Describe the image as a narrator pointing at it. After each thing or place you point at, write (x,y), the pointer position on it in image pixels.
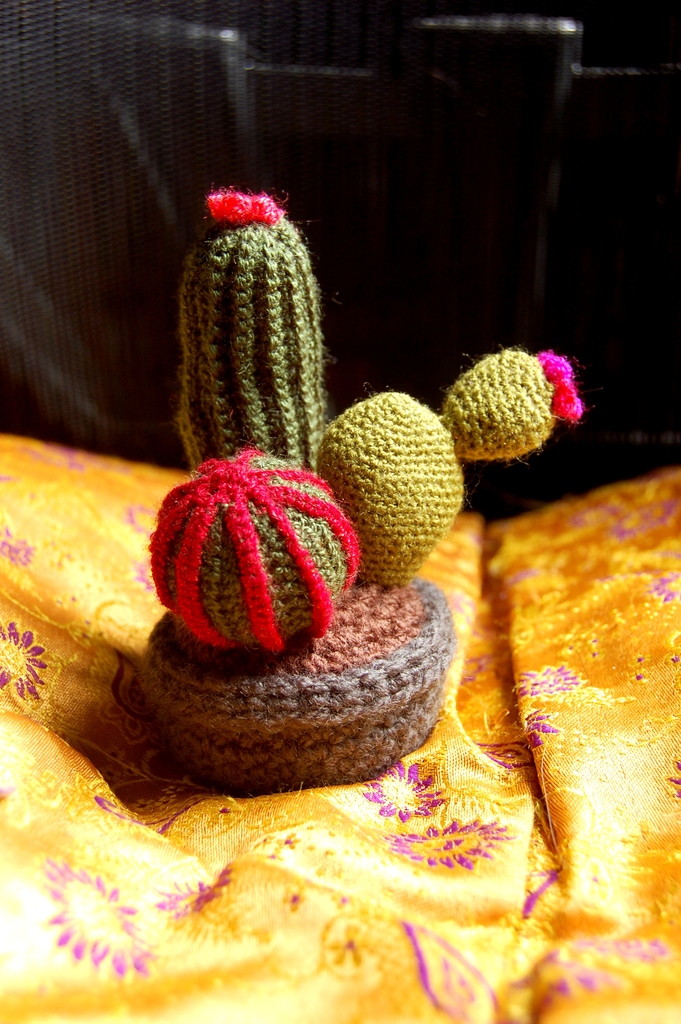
In this image I can see the woolen object (217,657) on the yellow color cloth (326,844) and the woolen object (290,434) is in green, red and pink color and I can see the dark background (665,436).
